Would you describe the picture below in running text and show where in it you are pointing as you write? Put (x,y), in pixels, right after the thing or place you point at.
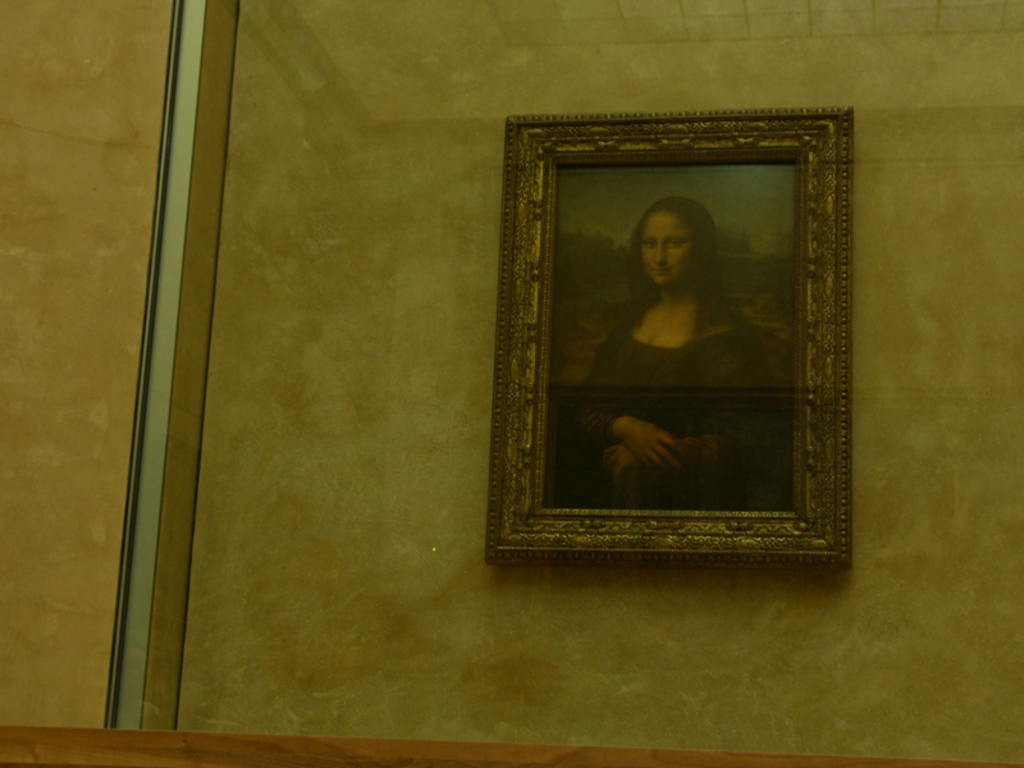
In the image inside the glass (636,23) there is a wall (676,34). There is a photo frame (667,211) of a lady (695,408) on the wall (485,67).
